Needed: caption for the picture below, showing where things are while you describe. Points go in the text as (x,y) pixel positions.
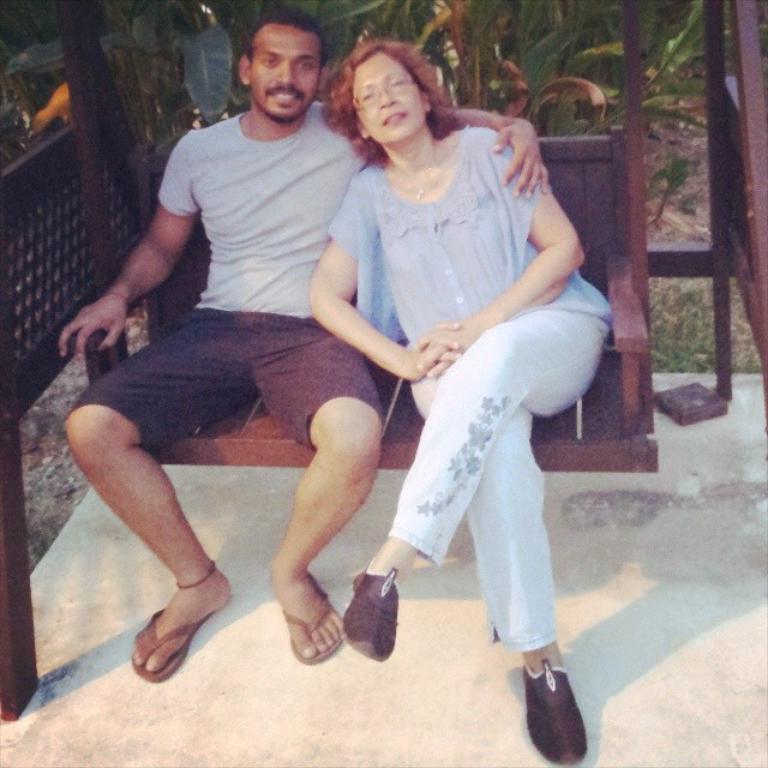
In the center of the image (360,378) we can see two persons (247,399) are sitting on the swing (607,379). In the background (27,109), we can see the grass (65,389) and plants (572,8).
